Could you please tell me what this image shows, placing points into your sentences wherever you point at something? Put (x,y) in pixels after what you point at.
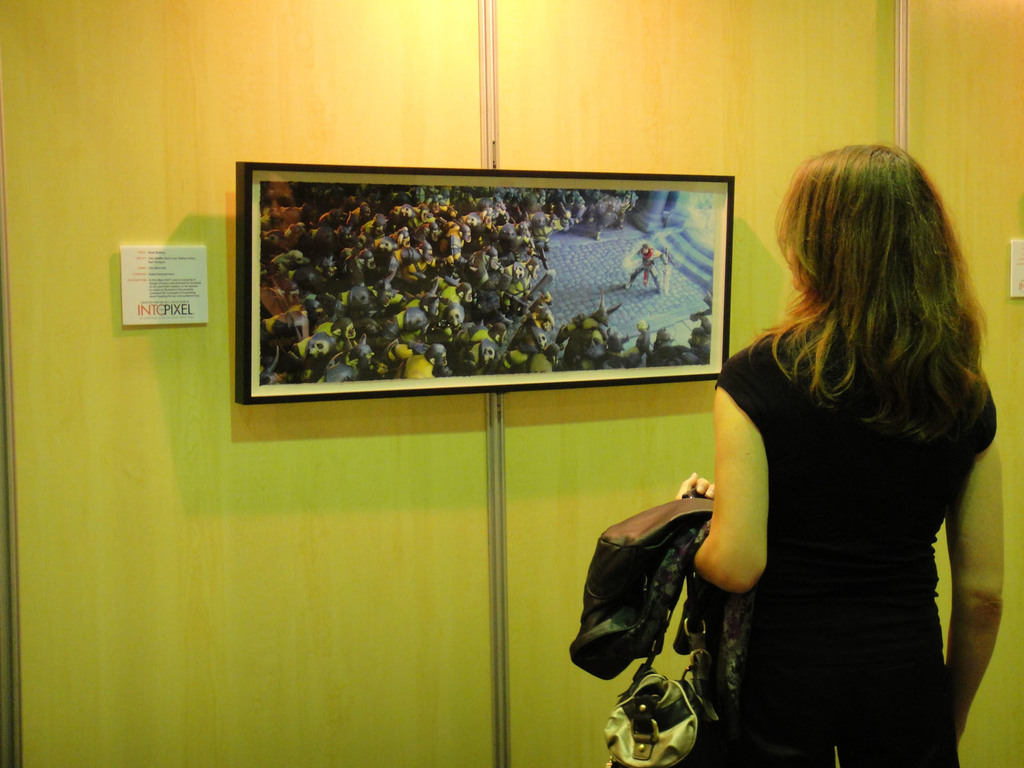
In this picture there is a woman (872,509) who is wearing black dress (845,643) and holding a purse (665,712) and jacket (676,534). She is looking to this painting (485,351). On the left (188,249) we can see a poster (166,271) which is near to the painting (267,248). Here we can see a yellow color wooden wall (365,504).
